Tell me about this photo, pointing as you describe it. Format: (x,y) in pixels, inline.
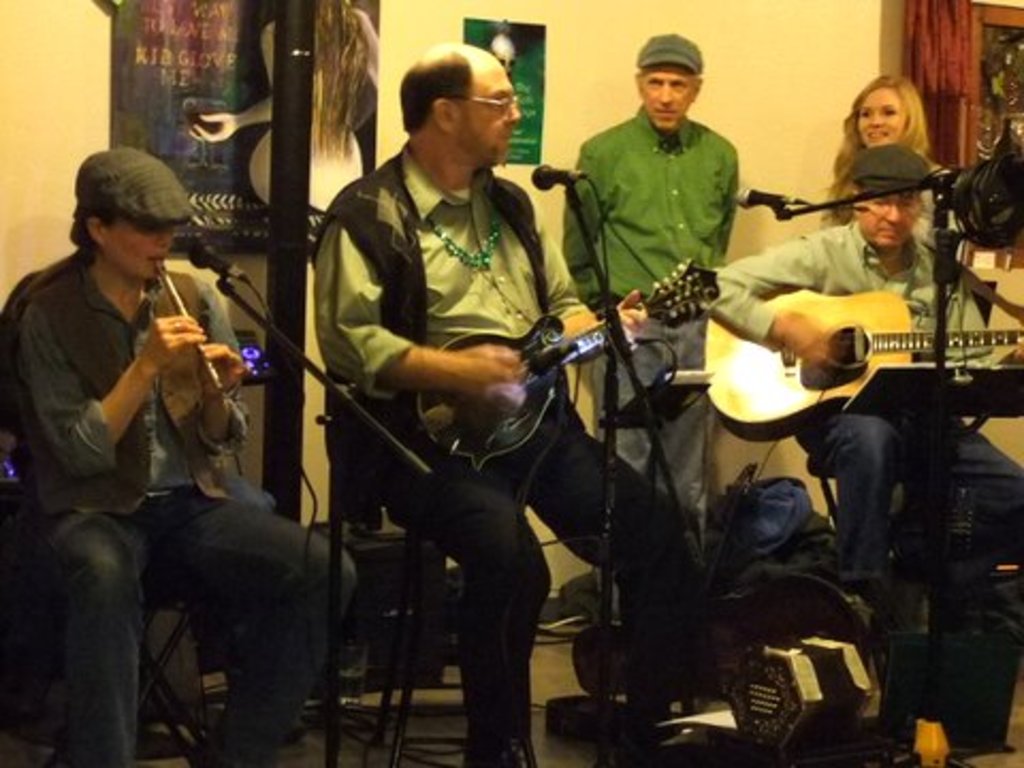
Here we can see 3 people (425,194) each of them is playing a musical instrument (530,408) the person (93,415) on the left side (171,382) is playing a flute (218,385) and the other two persons (753,277) are playing a mandolin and a guitar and each and everyone has a microphone (227,266) in front of them and behind them there are two people (727,181) standing and enjoying their music.
